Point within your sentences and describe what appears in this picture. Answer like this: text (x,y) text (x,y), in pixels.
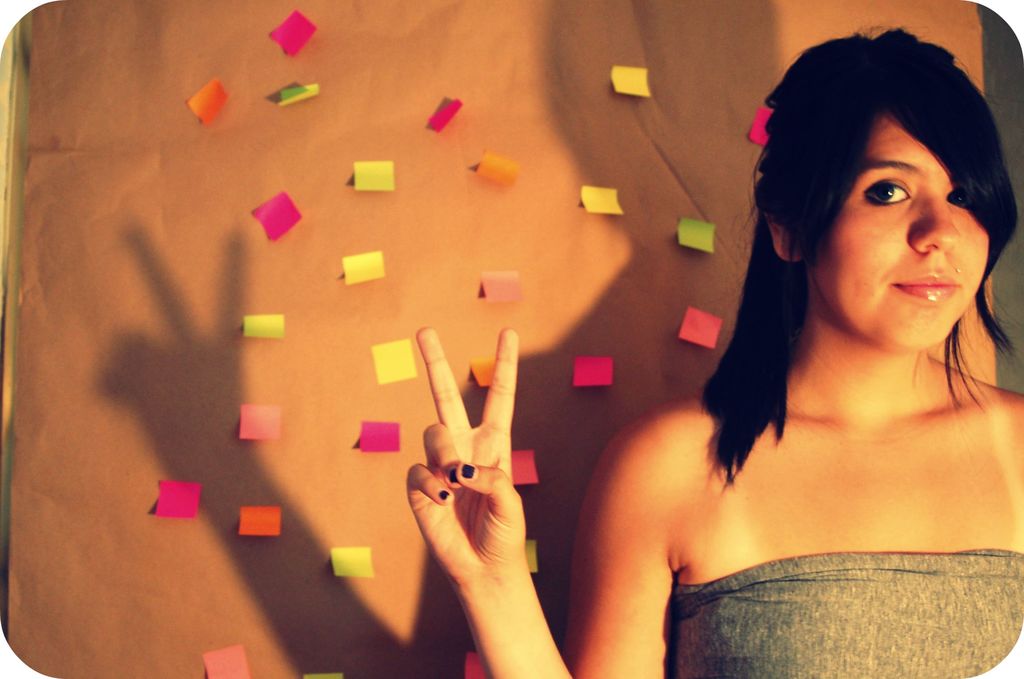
In the image we can see there is a woman (774,373) standing and behind there are paper notes (374,261) on the wall (322,459).
